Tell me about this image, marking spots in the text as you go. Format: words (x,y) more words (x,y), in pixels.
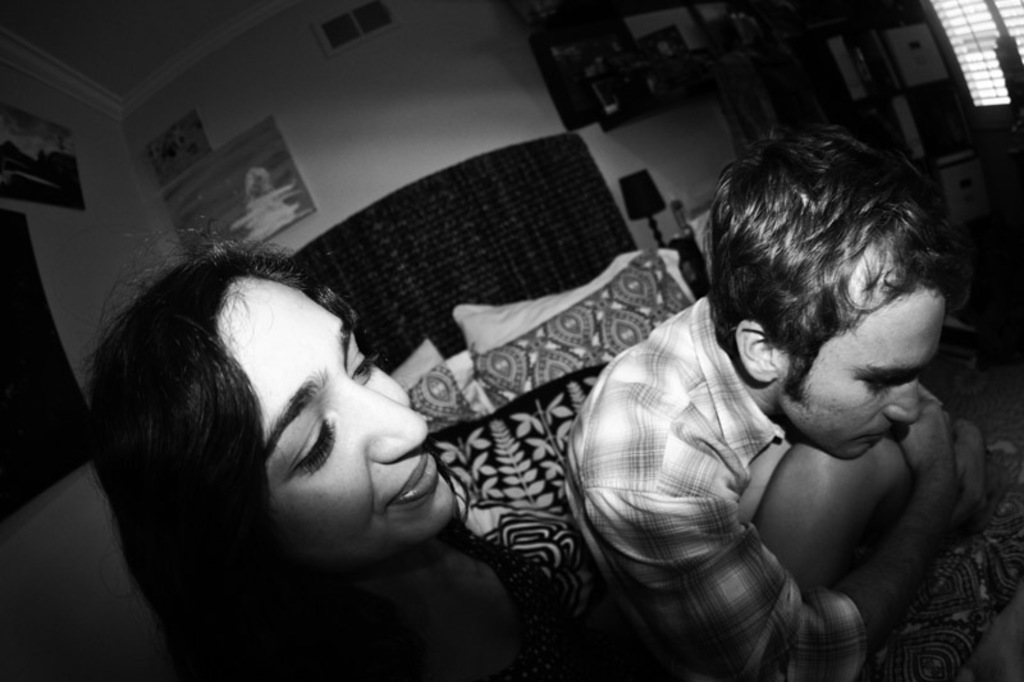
In this picture there are two members (592,469). One of them was woman (357,527) and the other was a man (786,422). Behind them there are some pillows (449,370). We can observe some photo frames (180,154) fixed to the wall (322,84). In the left side (31,352) there is a curtain (18,384). In the background (387,120) there is a wall (381,123).
